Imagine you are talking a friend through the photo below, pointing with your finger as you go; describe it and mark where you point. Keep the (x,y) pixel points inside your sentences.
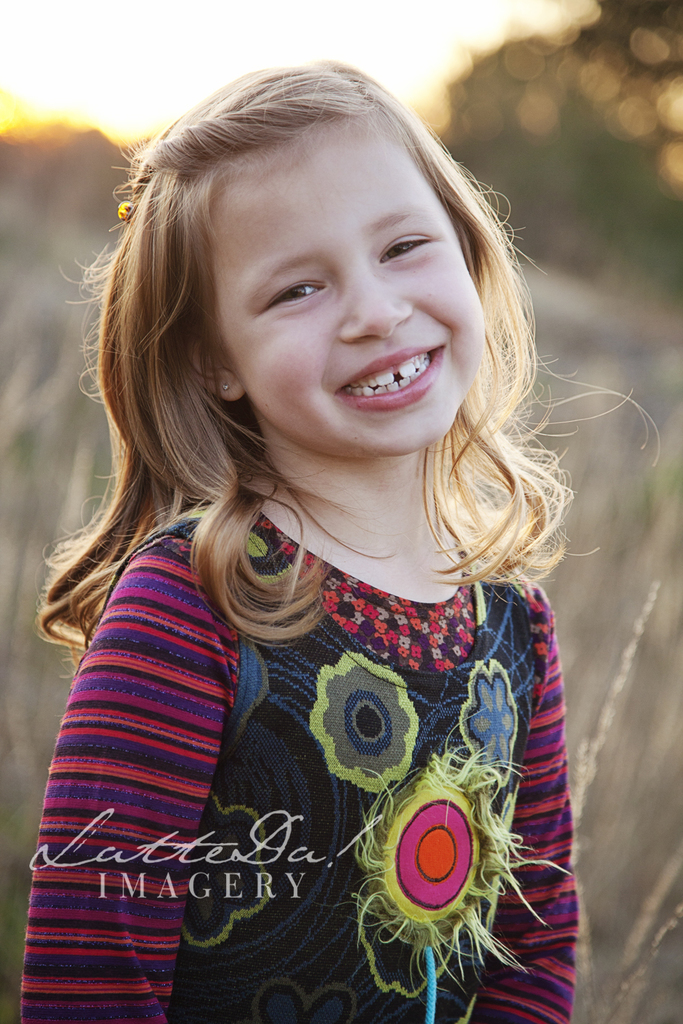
In the image in the center (277,619), we can see one kid (435,645) smiling. On the left side (70,845), there is a watermark (70,845). In the background (41,72) we can see the sky (41,72), trees (23,177) and grass (677,322).
